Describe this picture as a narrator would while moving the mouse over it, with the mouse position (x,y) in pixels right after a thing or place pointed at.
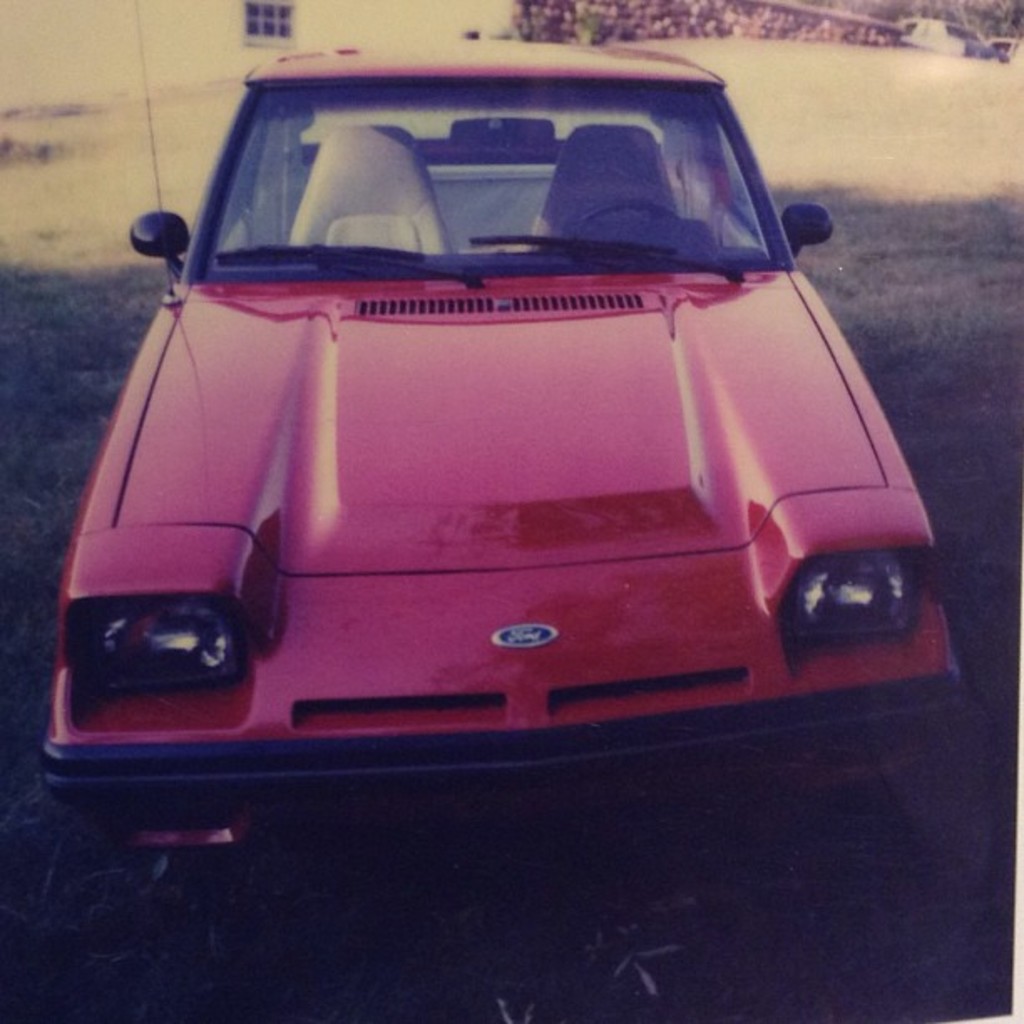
In this image we can see a car (619,784) which is placed on the ground (697,41). We can also see some grass (162,185). On the backside (470,28) we can see a building (191,56) with a window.
